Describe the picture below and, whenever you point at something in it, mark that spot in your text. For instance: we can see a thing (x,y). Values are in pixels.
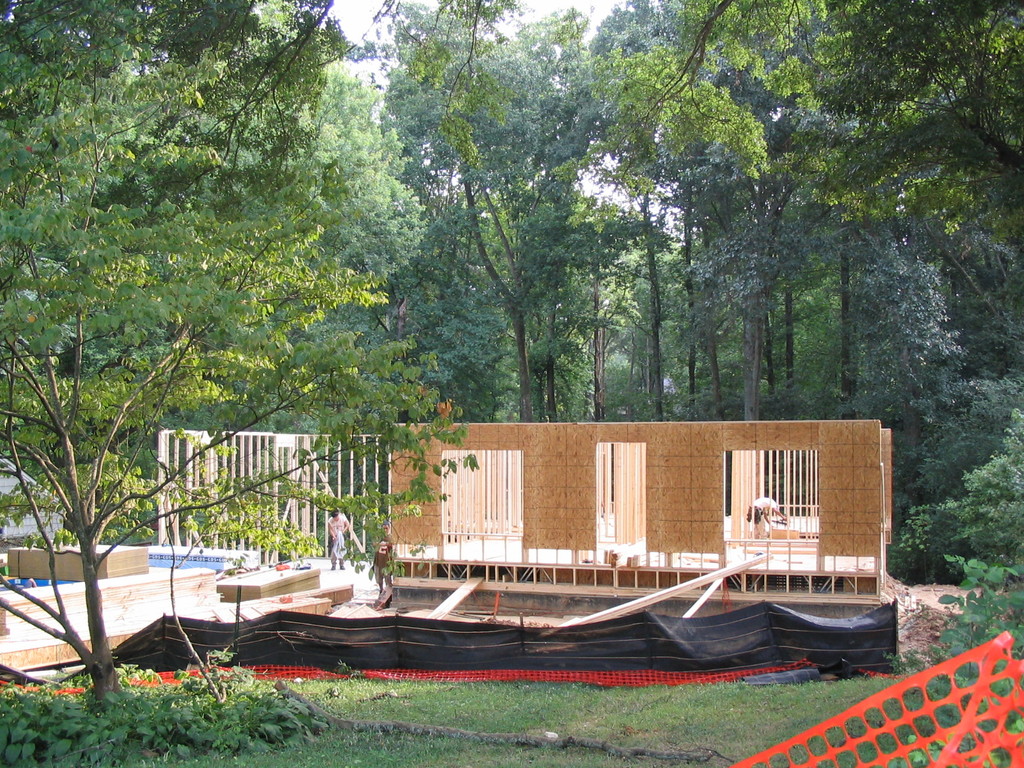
On the left side (114,219), there are a tree (93,599) and plants (103,702) on the ground (514,709). On the right side (1013,621), there are an orange color fence (974,711) and plants (946,602). In the background (756,499), there are three persons (750,510) constructing a building (632,446), there are trees (650,192) and there is sky (669,192).
